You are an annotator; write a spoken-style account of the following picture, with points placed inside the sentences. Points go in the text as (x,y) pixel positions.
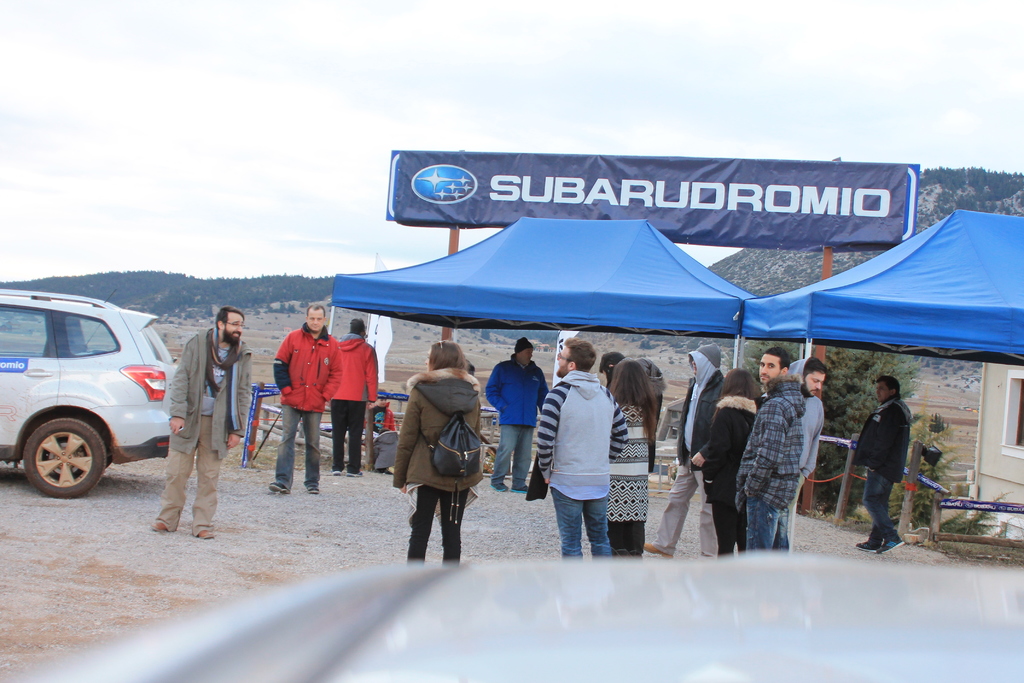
There are many people (576,409). On the right side (763,297) there are tents (851,298). On the left side (57,388) there is a vehicle (44,348). Also there is a banner (682,187) near the tents (945,313). In the background (381,226) there is a hill (799,266) and sky (269,152).
